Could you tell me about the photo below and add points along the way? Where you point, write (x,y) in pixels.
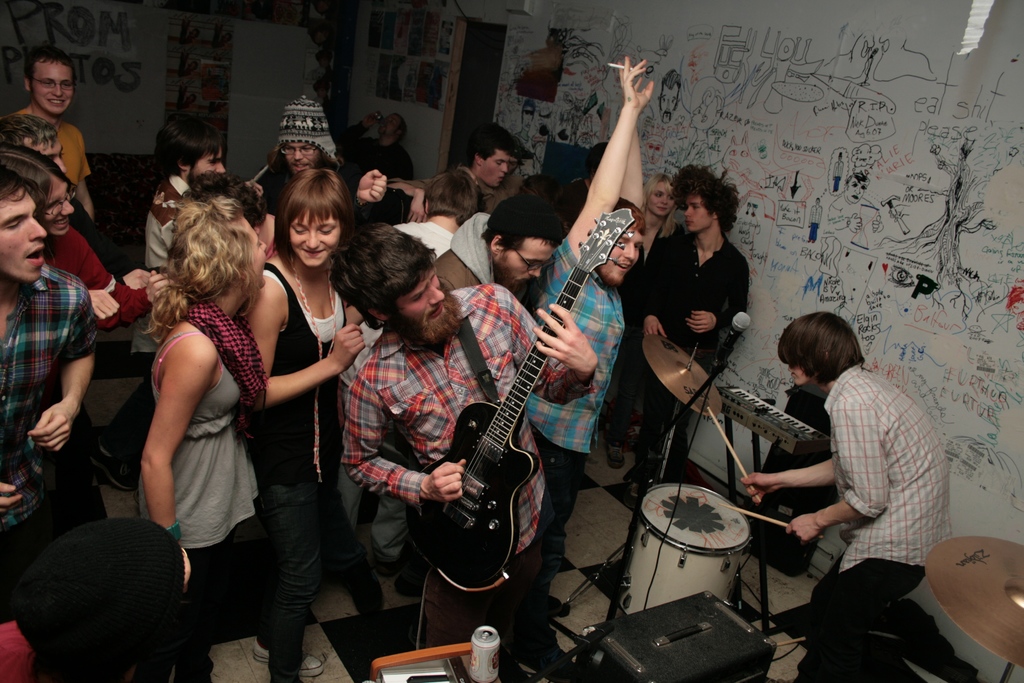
in a room (604,607) a person (817,526) is playing drums (745,542). in front (454,513) him a person (423,304) is standing and playing black guitar (527,381). behind them people (228,261) are standing and dancing. behind them there is a white wall (959,225) on which there are drawing (869,215) and writings (794,66). at the center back there is a door (471,91).
